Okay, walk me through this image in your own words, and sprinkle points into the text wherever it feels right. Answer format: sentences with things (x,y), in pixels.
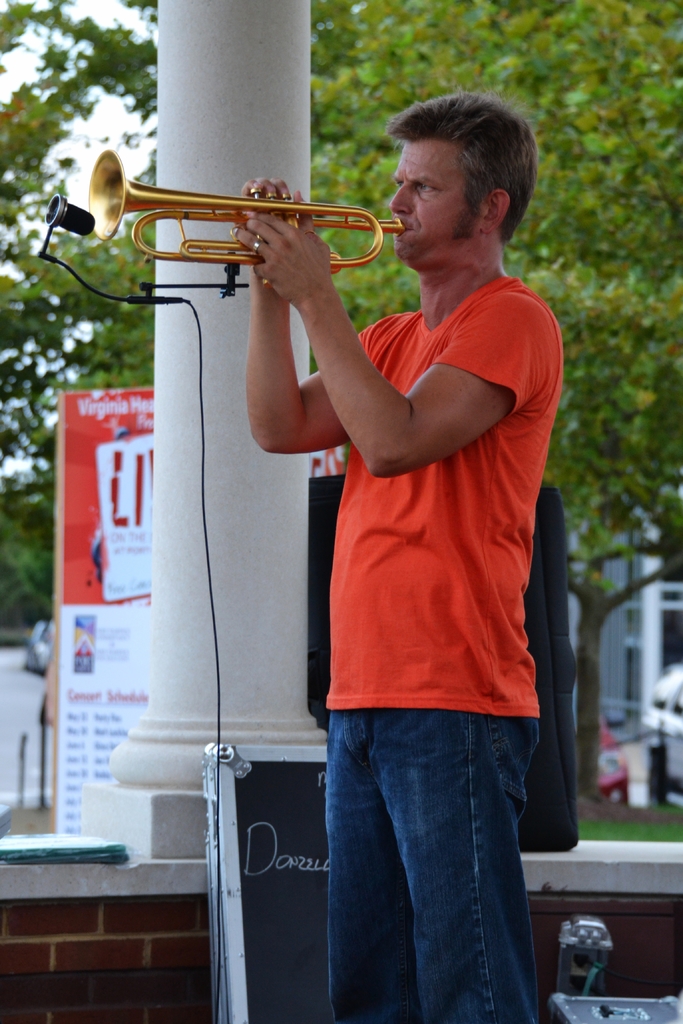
In this image there is a man (318,309) standing and holding a trumpet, and there is a mike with a mike stand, speaker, board (323,980), trees (632,514), sky (32,50).
